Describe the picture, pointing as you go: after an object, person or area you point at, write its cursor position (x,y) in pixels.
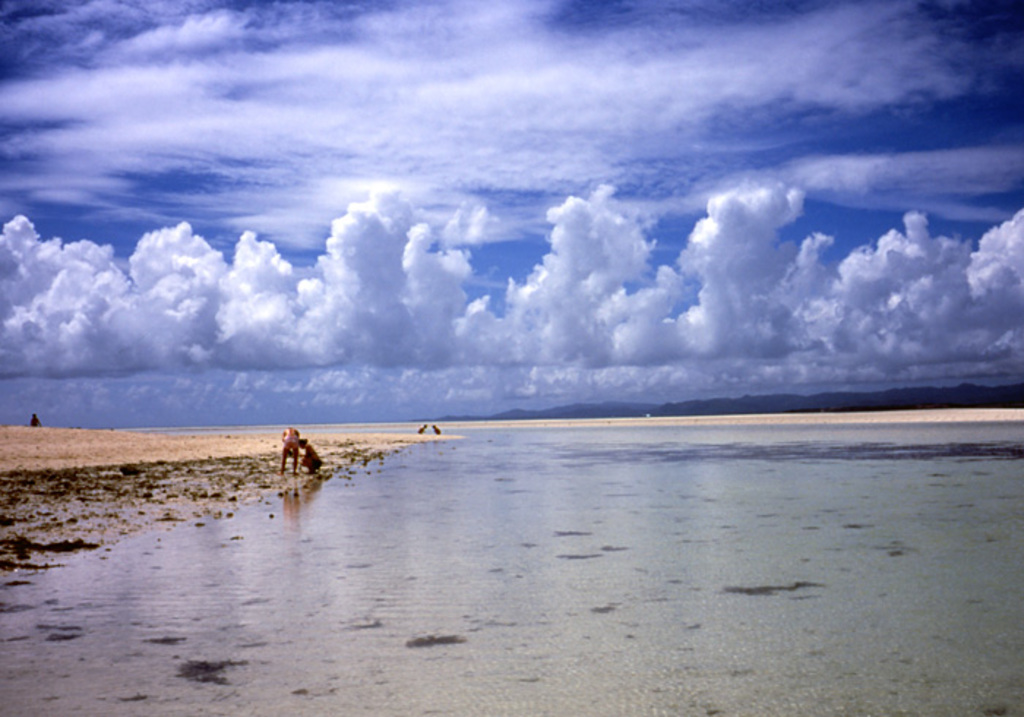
In this image I can see clouds (18,306), the sky (135,224) and here I can see two persons (281,464).
